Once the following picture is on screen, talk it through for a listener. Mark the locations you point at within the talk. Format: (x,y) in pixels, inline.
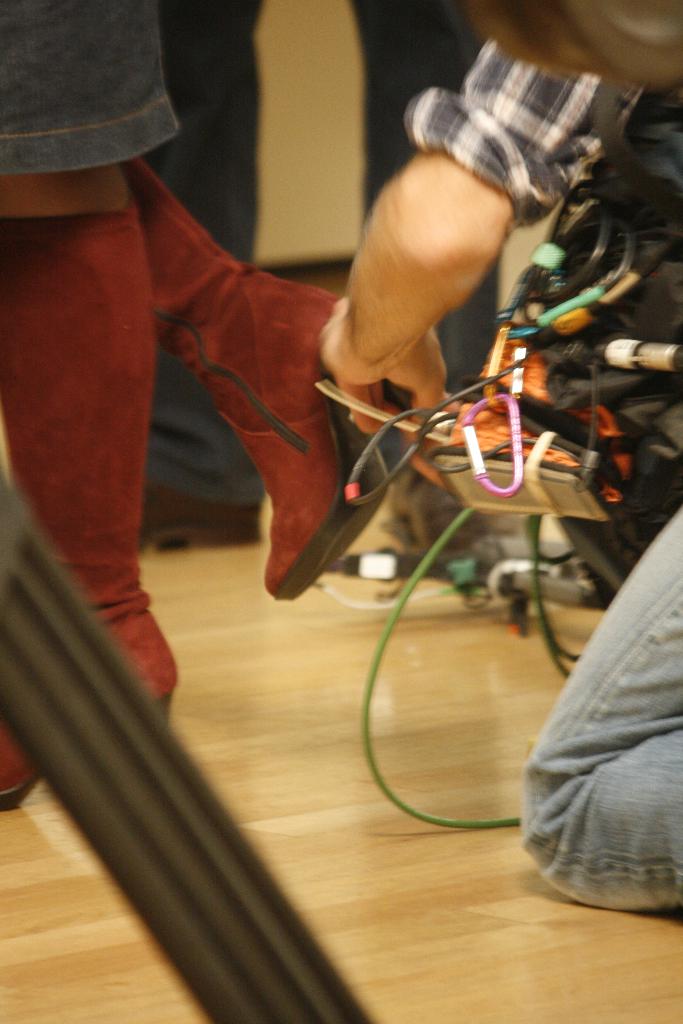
In this picture there is a person (566,851) holding wires (602,322). He is wearing a check shirt (544,136) and blue jeans (637,629). He is towards the right (634,621). Towards the left (35,433), there is a person legs (305,410) can be seen.
